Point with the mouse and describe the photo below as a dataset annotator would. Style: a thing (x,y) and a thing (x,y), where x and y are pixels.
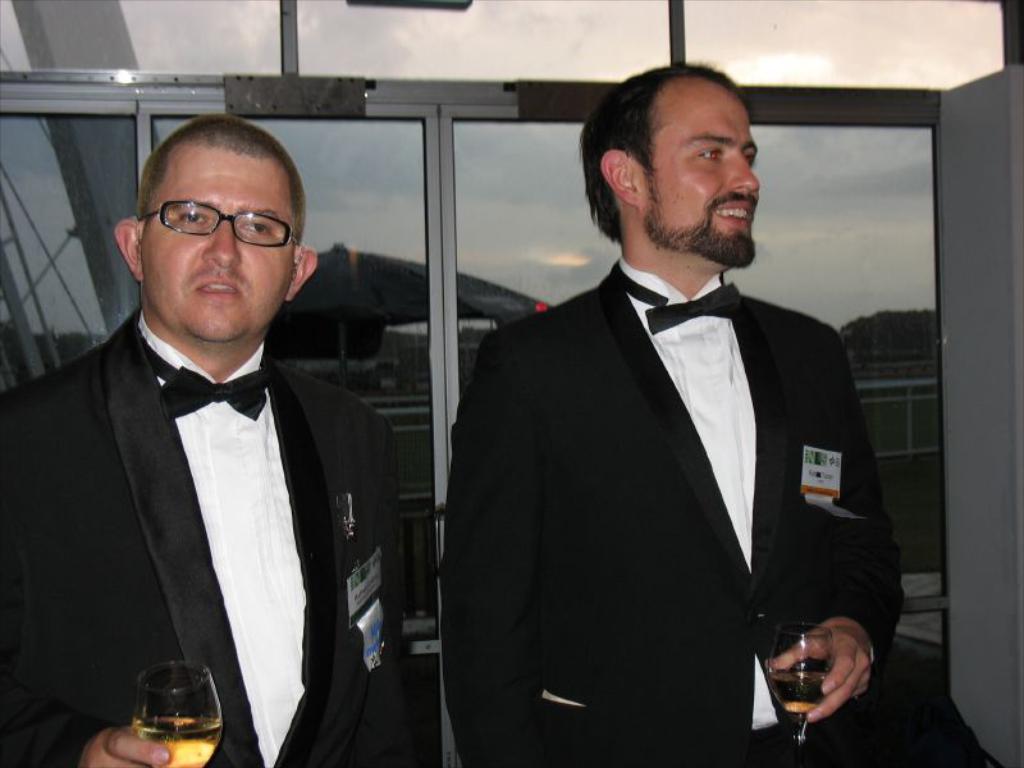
In the picture I can see two men (158,446) wearing a suit (494,501) and they are holding a glass of wine (200,680) in their hand (834,680). I can see a man (731,742) on the right side (837,690) is smiling. In the background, I can see the glass windows (280,48).
